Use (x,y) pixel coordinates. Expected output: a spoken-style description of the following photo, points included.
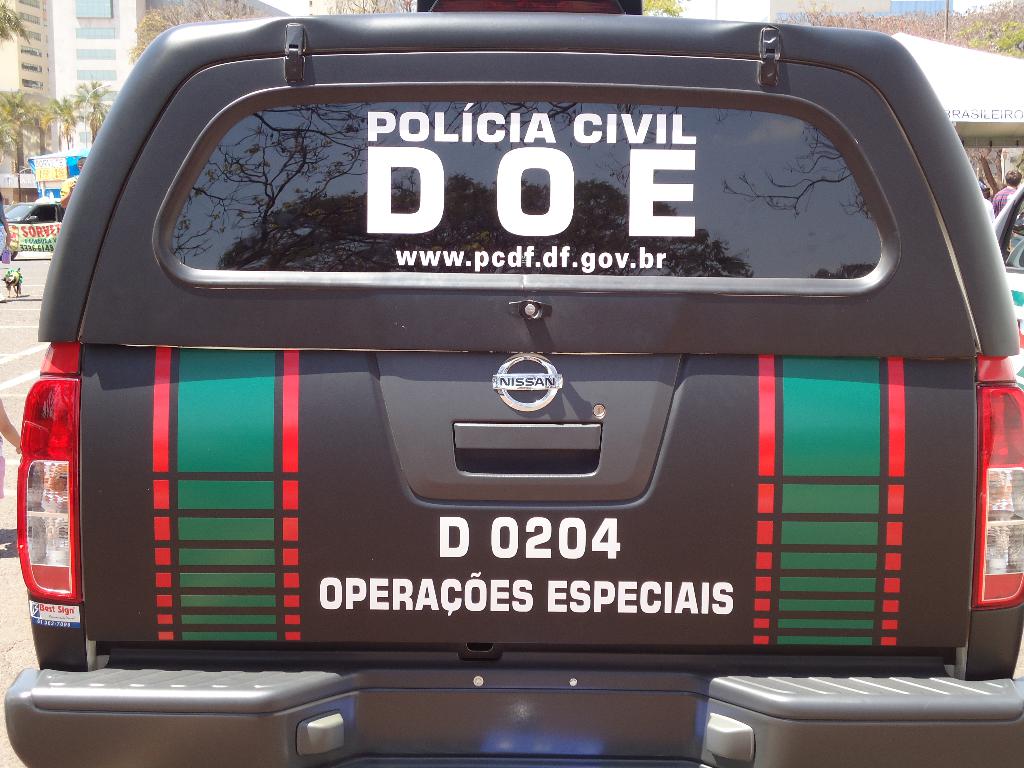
In this picture I can see vehicles (365,273) on the road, there are stickers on one of the vehicle (647,301), there are group of people (2,195) standing, there is a canopy tent (954,78), there are buildings (52,13) and there is a reflection (196,241) of trees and sky (180,242).
